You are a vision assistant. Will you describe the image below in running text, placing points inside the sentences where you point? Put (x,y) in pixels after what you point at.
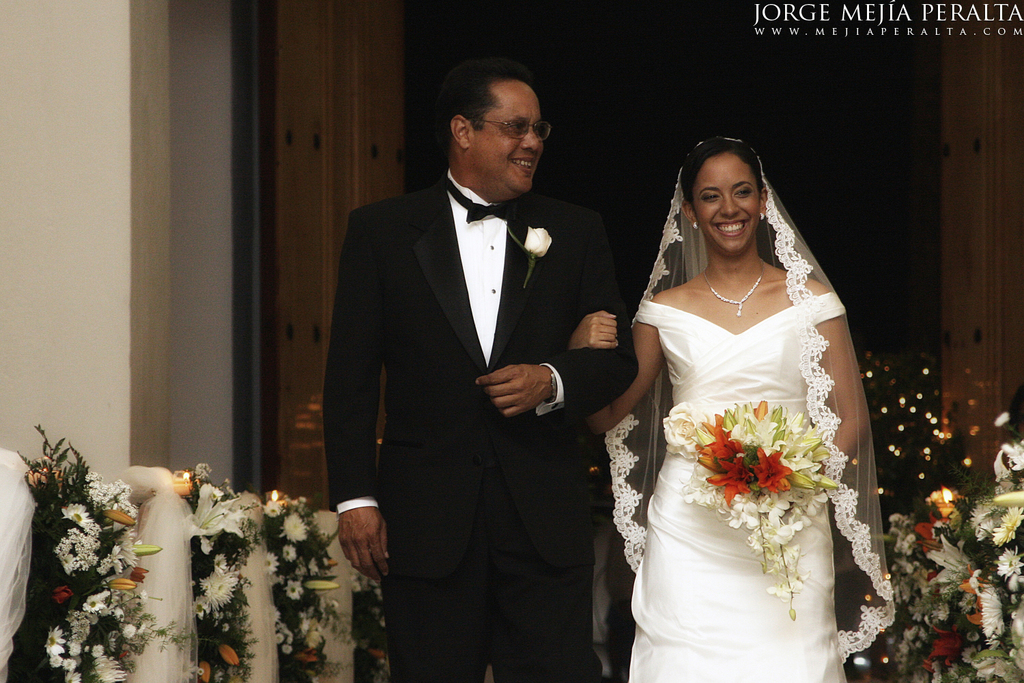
In this image I can see two people (617,413) are standing. I can see she is wearing white dress (684,583) and I can see he is wearing black dress (538,577) and white shirt (492,282). I can also see smile on their faces (519,185) and here I can see she is holding flowers (712,431). I can see he is wearing specs (507,130) and in the background (906,413) I can see decorations (169,474).
